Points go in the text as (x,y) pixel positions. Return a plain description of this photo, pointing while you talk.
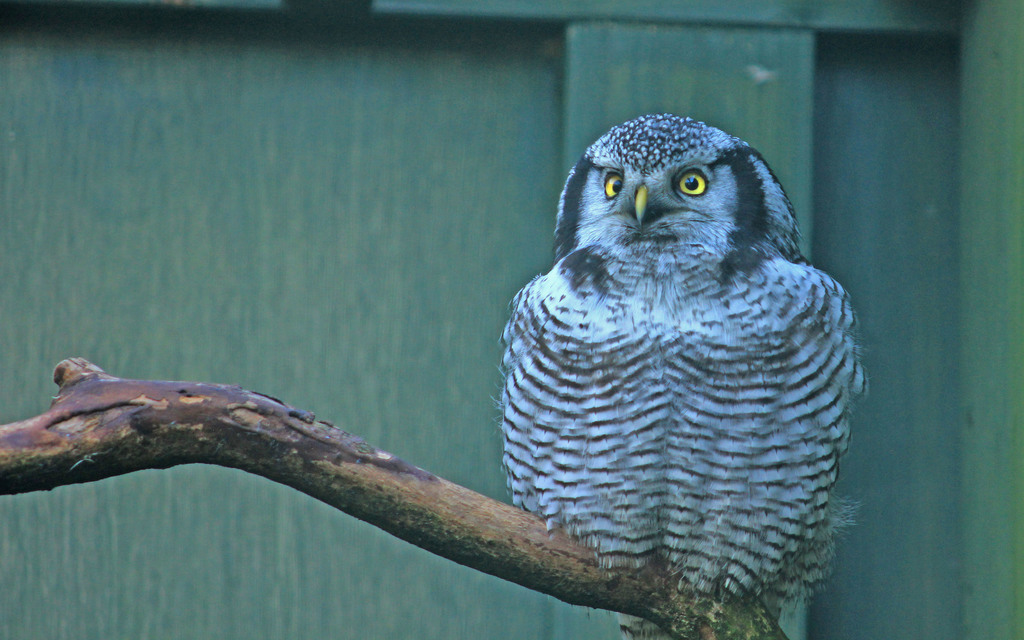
In this image we can see there is a owl (549,307) sitting on the branch (599,600) of the tree (719,617), behind that there is a door (963,501).
